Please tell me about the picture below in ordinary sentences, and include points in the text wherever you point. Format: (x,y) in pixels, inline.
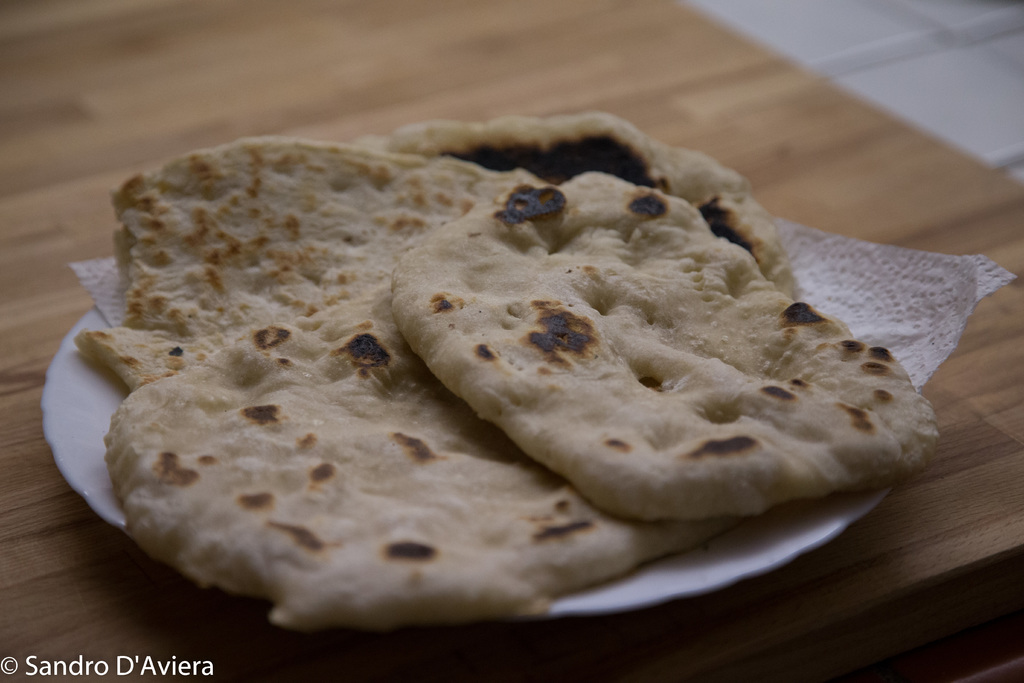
In this picture I can see food (330,242) in the plate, on the table (466,75) and they look like chapatis (371,327) and I can see text (178,672) at the bottom left corner of the picture (82,669).
